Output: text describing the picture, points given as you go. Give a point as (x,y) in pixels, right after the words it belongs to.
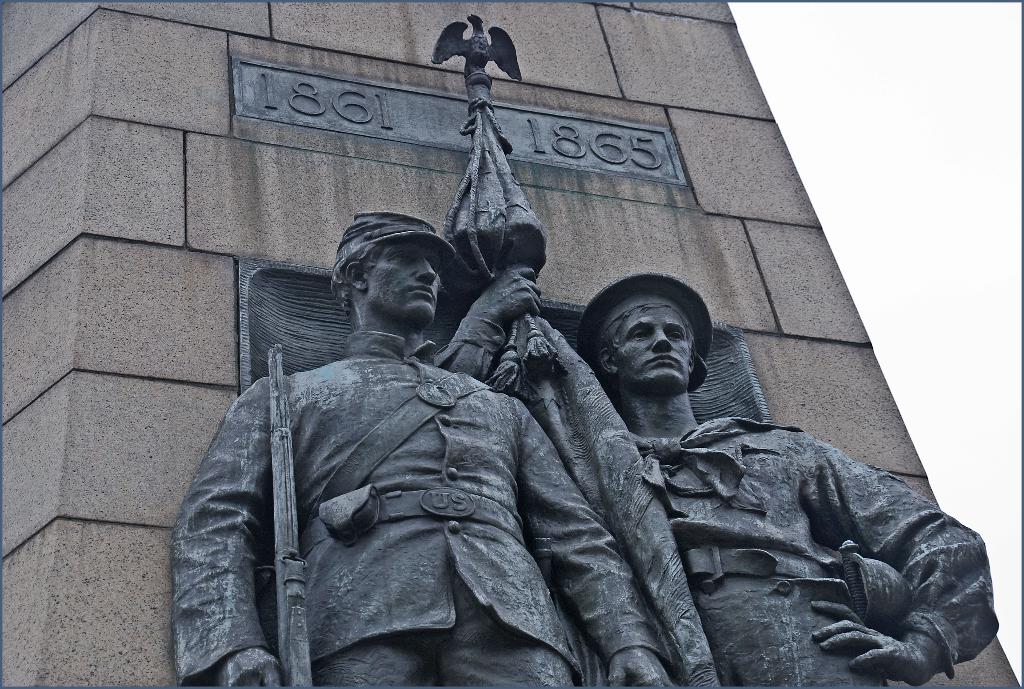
In this image there are two statues (646,465). At the background (152,492) there is a wall (161,375).
